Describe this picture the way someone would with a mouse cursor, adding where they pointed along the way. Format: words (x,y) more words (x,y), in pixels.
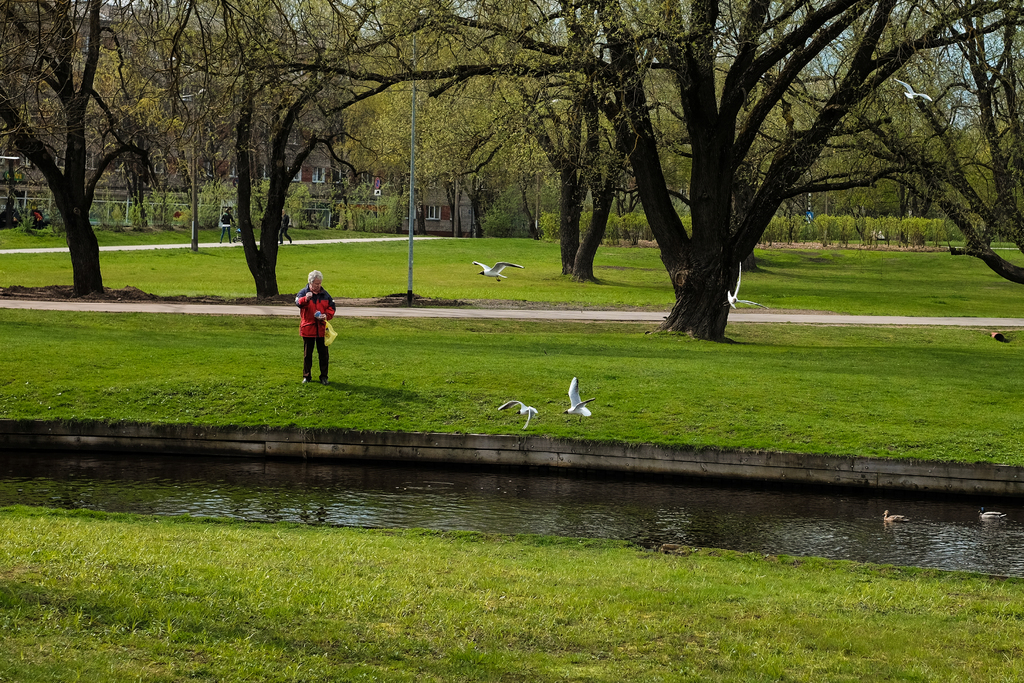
In this image, we can see a person (311,333) holding a carry bag (330,334) and standing on the grass (300,396). At the bottom (312,473), we can see water (431,504). Here we can see birds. Few birds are flying in the air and two birds (1005,516) are floating on the water (786,534). Background (199,230) we can see poles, people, walkways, trees (248,227), plants (218,226), grass (600,268) and building (105,187).
